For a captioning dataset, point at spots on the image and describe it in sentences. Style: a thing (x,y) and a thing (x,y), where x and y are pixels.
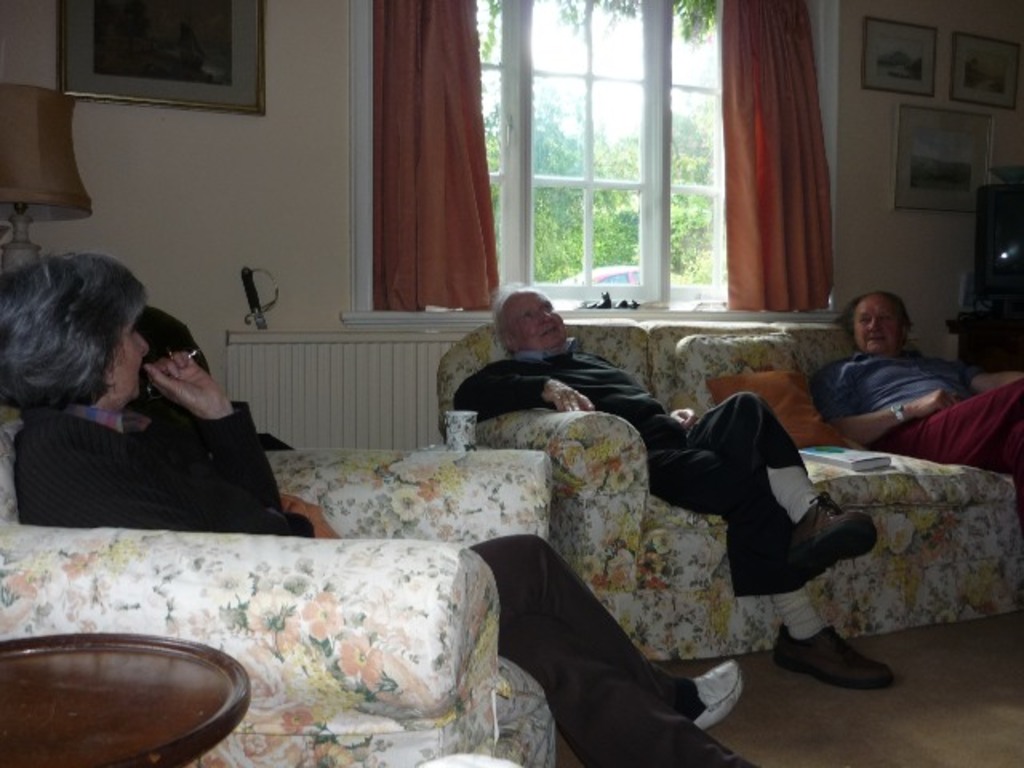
There are three people (551,369) sitting in a sofa (880,510). There are two men (820,398) sitting together on the same sofa (928,470). Behind them there is a window (634,174) with the orange color curtains (771,177) to it. To the right side (958,121) top corner there are three frames (946,115). And one tv (988,209). To the left side (64,160) corner there is a lamp (26,199) and on the wall (155,157) there is a frame (183,68).
